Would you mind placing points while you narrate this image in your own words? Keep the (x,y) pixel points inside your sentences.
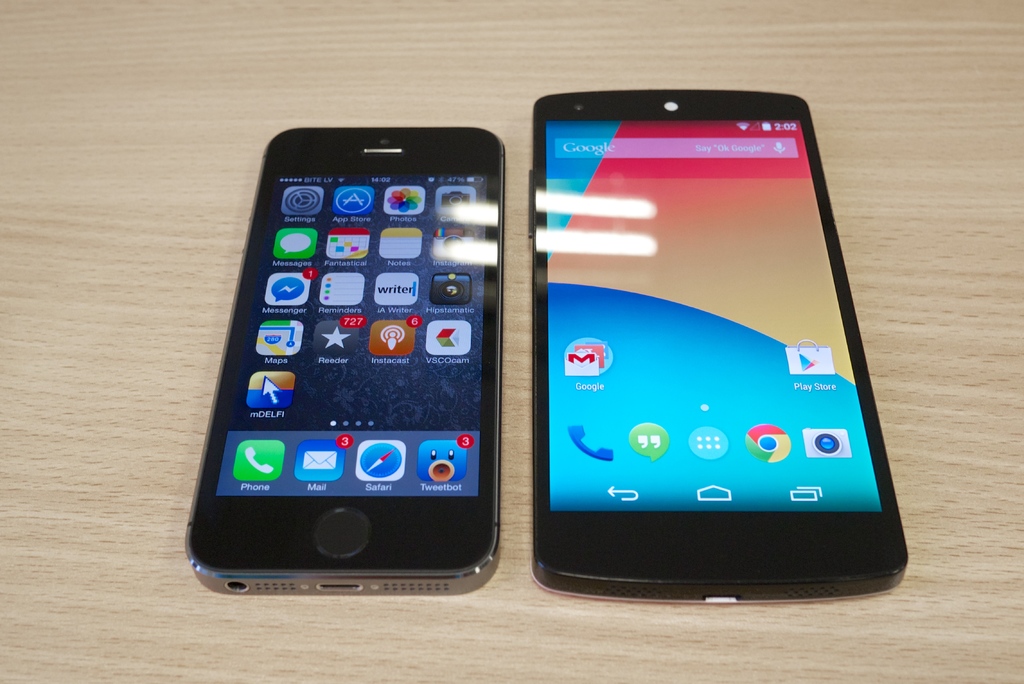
In this picture I can see couple of mobile phones (625,316) on the table (602,17).
